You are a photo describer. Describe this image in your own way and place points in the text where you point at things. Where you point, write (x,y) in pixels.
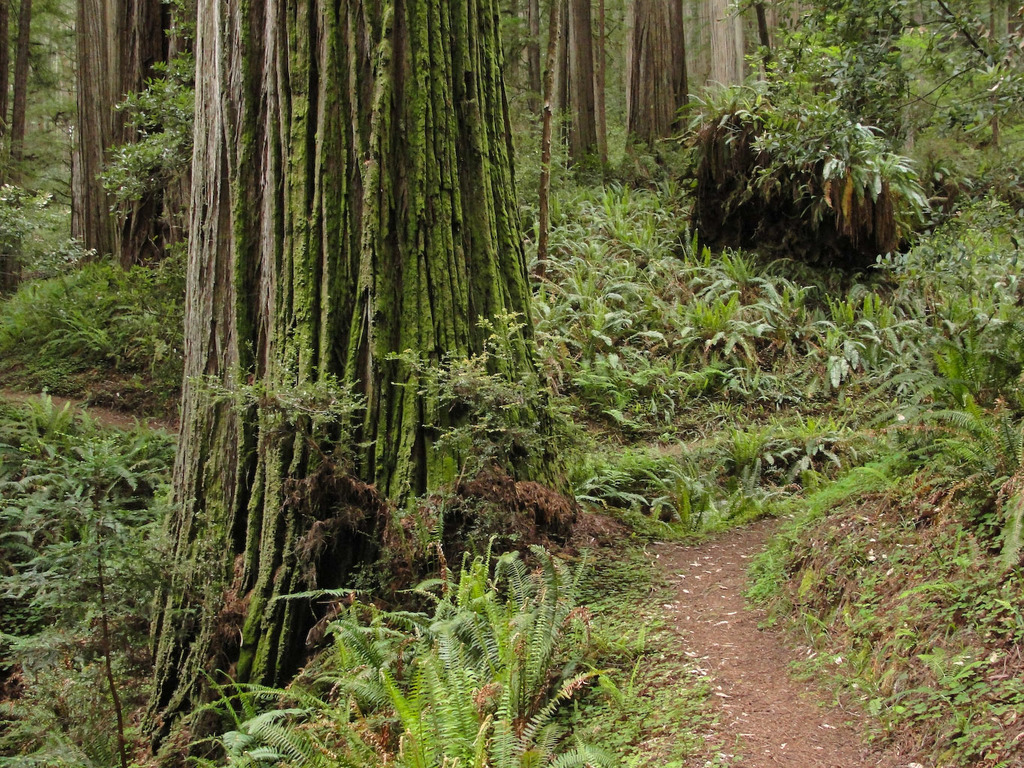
In this image, we can see trees (563,31) and plants (499,436). At the bottom (733,613), there is ground (733,613).
